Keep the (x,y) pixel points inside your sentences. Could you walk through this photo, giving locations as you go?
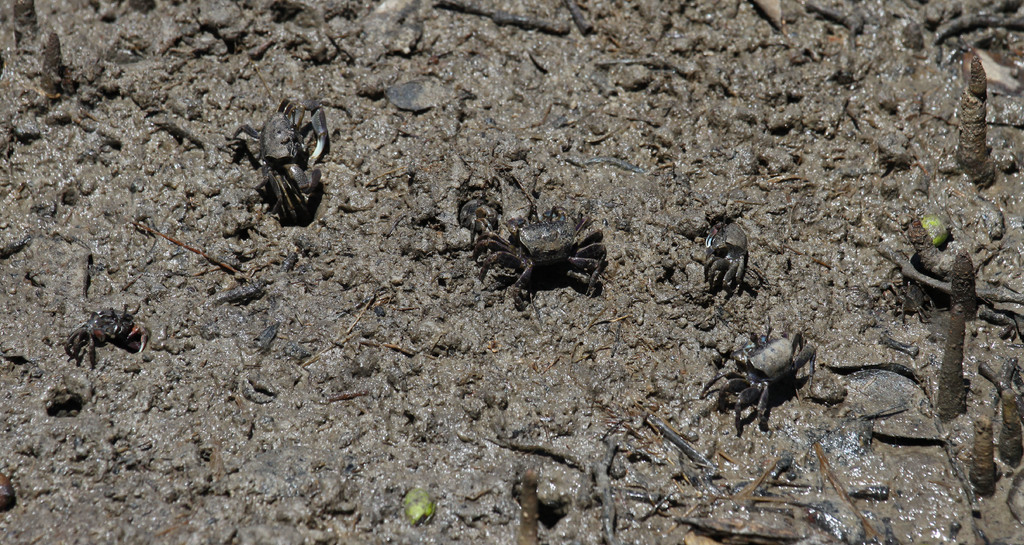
In this picture, we see the crabs (561,244). In the background (425,256), we see the mud (629,248) and the twigs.
